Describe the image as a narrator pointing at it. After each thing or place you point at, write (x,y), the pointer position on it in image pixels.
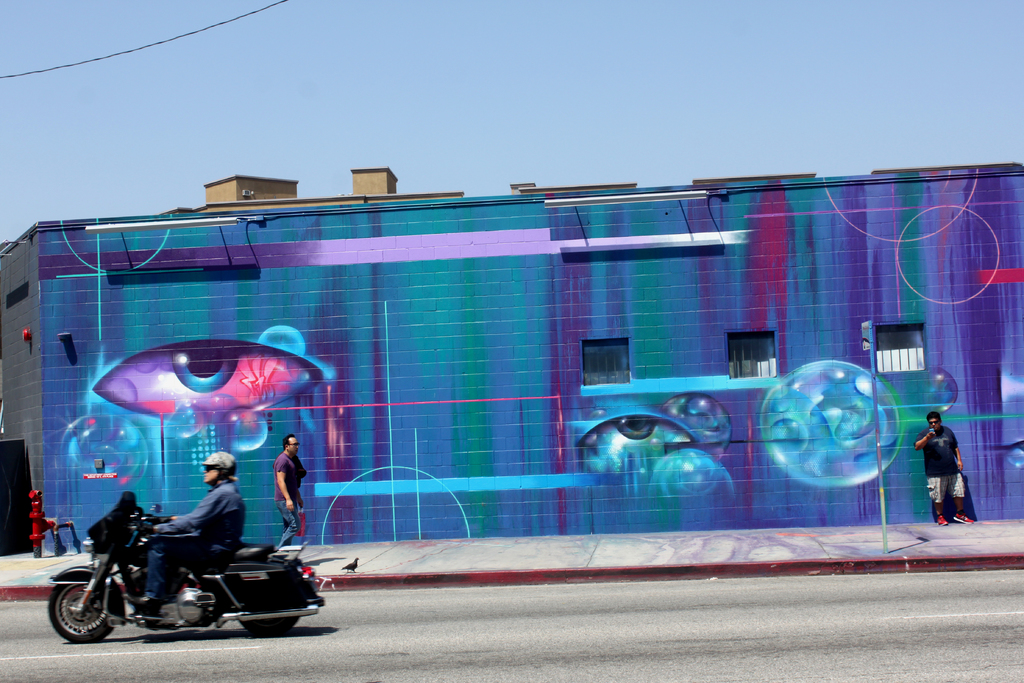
In this picture there is a person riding motorbike (262,613) on the road (662,589). There is a person (958,492) standing on the footpath (989,538) and there is a person (290,533) walking on the footpath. There is a painting (609,315) of eyes (620,425), water balls (770,392) on the wall (518,410). There is a pole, bird (351,564) and fire hydrant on the footpath (538,553). At the top (373,55) there is sky (398,55) and wire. At the bottom (534,590) there is a road (544,598).
